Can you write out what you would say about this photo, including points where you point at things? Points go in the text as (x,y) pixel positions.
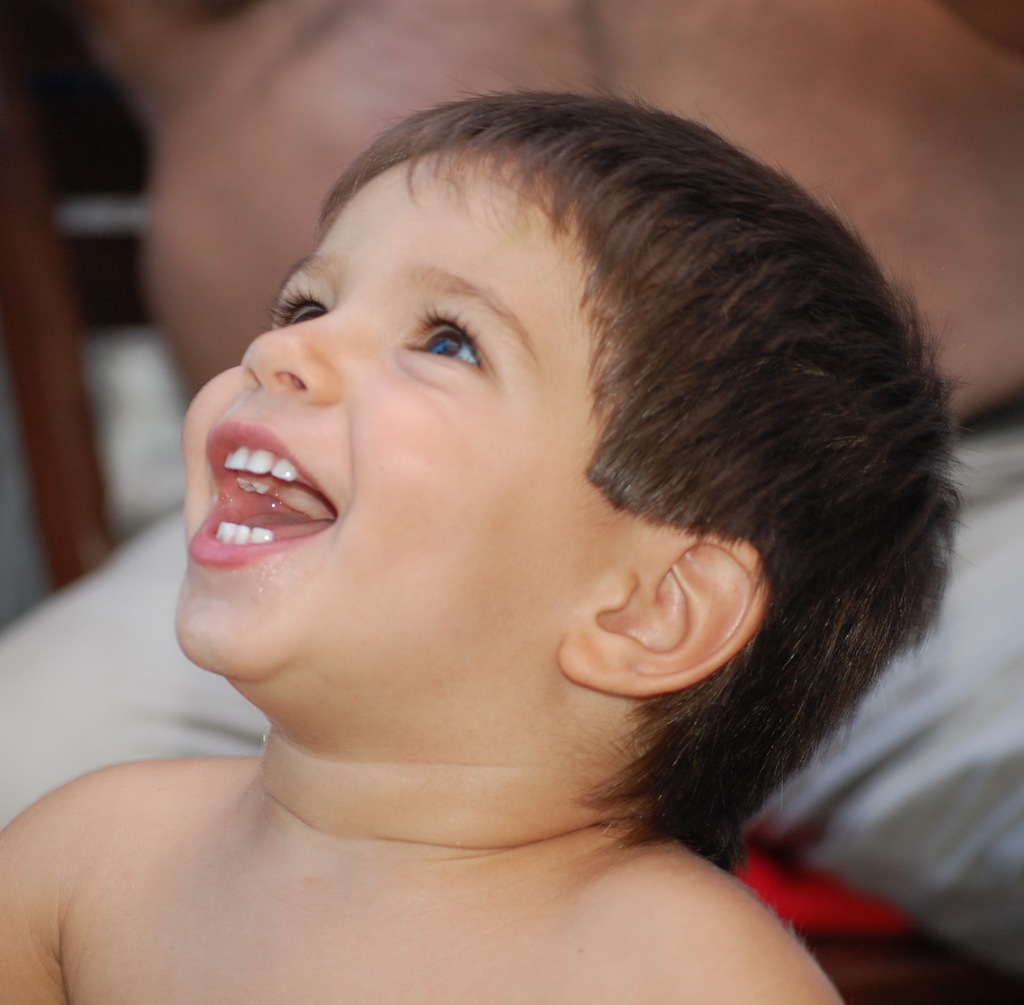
In this image there is a boy (411,705) smiling, and in the background (1005,884) there is a person (979,907) sitting on the chair (11,296).
